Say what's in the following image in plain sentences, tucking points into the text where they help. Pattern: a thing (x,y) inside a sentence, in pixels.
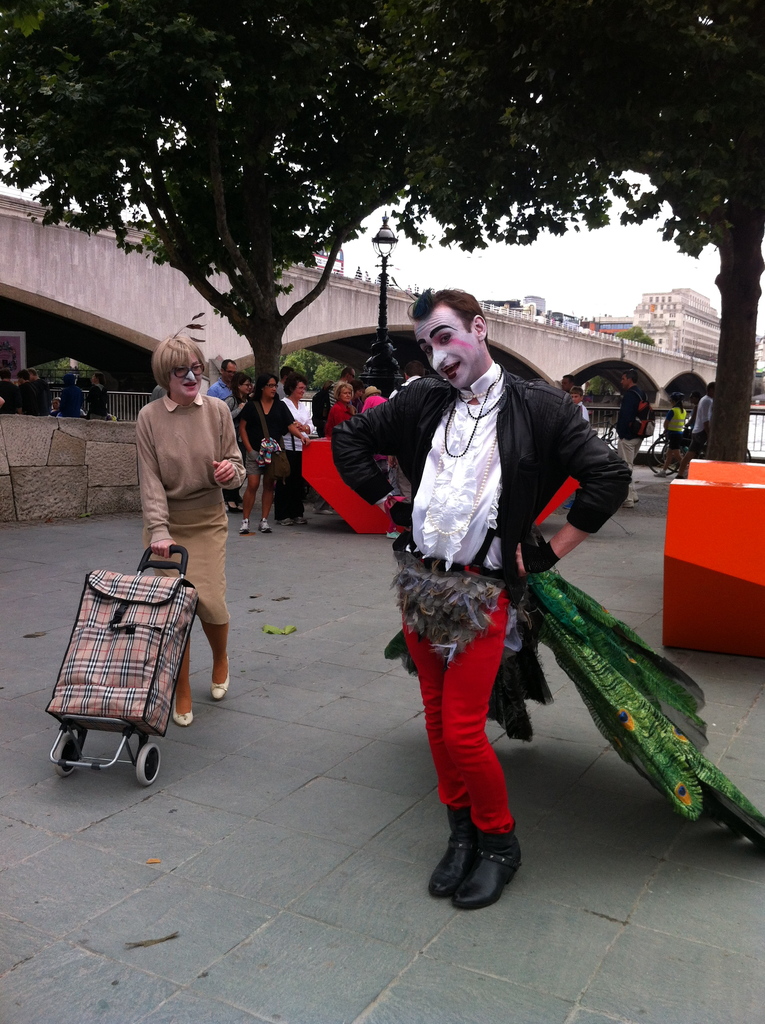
Here I can see a person (454,641) wearing a costume (503,663), standing on the ground (427,961) and giving pose for the picture. On the left side (175,485) a woman (193,483) is holding a luggage bag (127,698) and walking. In the background (359,392) there are few people (278,417) on the ground (175,739) and also some trees (730,326). In the background (606,342) there is a bridge (522,326) and some buildings (651,313).
